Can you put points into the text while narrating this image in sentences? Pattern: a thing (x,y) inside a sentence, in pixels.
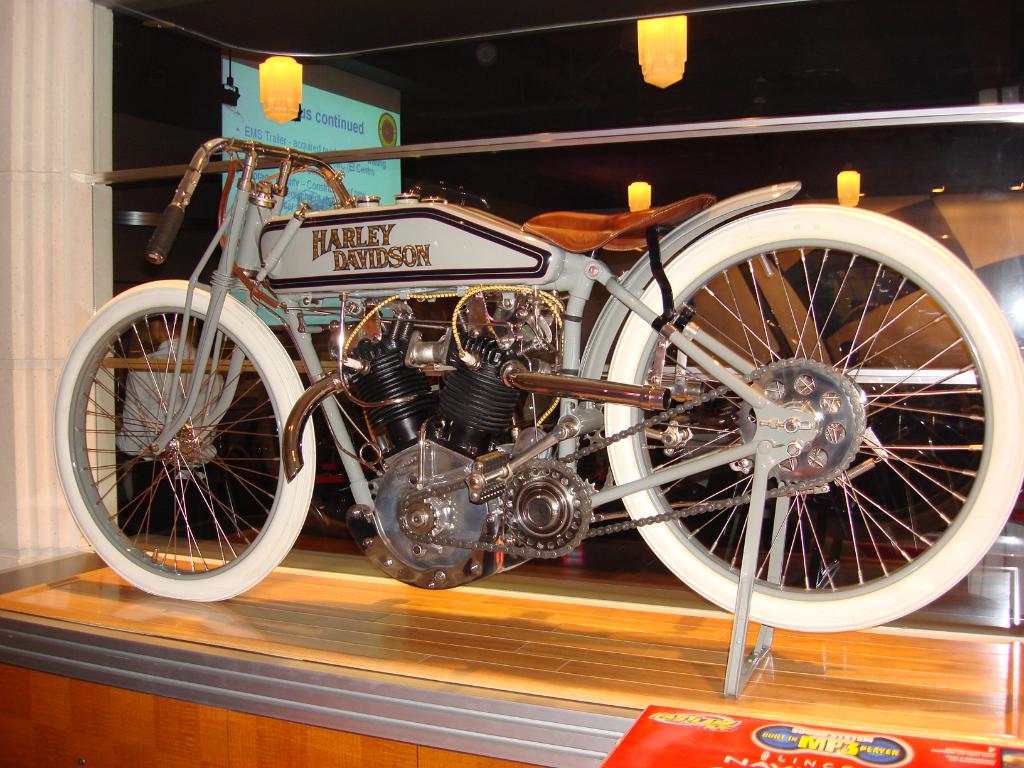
In this image I can see a motor bike (490,376) which is grey, black and brown in color on the brown colored surface (530,616). In the background (348,148) I can see the screen (346,126), few lights (293,79), a person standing and the black background (604,76).
